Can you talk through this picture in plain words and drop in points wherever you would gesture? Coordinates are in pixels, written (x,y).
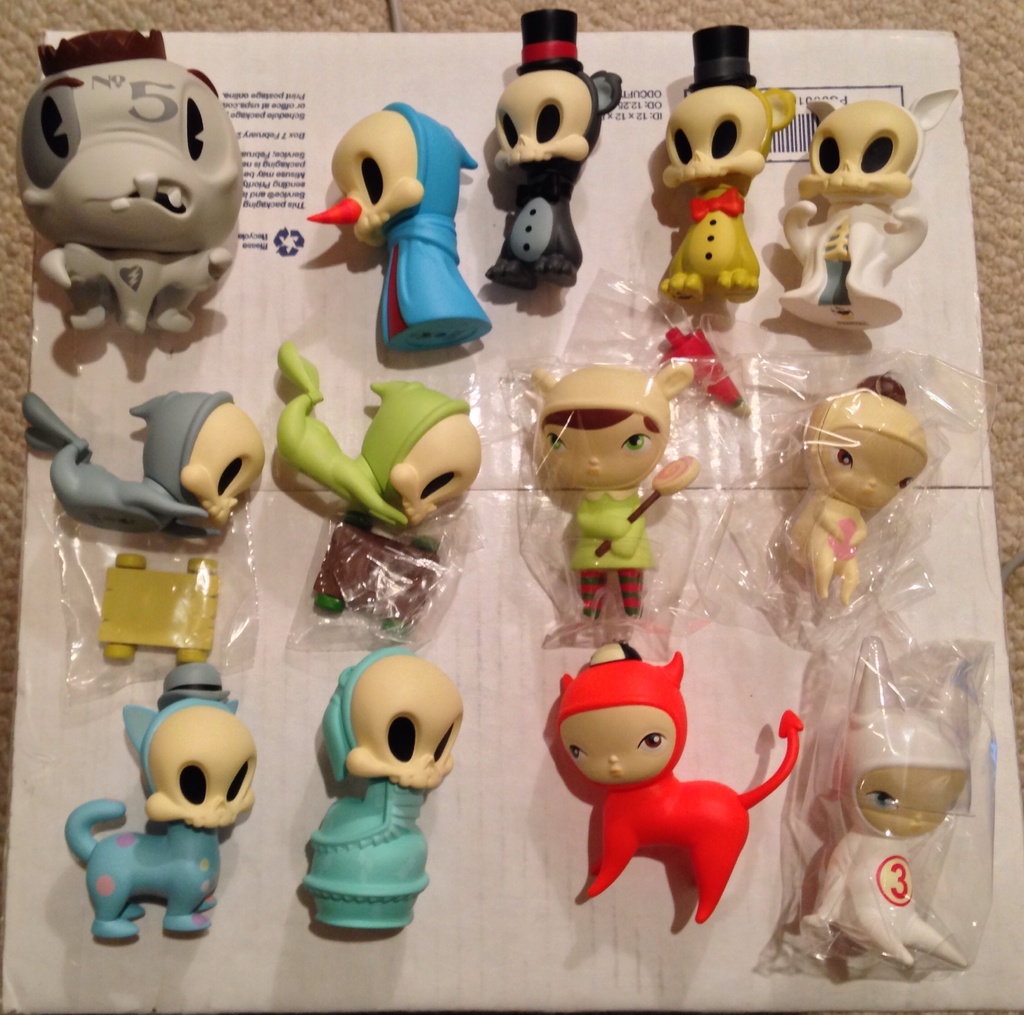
In this image in the center (643,670) there are different types of toys (626,824), and in the background (853,58) there is one board (301,853).
